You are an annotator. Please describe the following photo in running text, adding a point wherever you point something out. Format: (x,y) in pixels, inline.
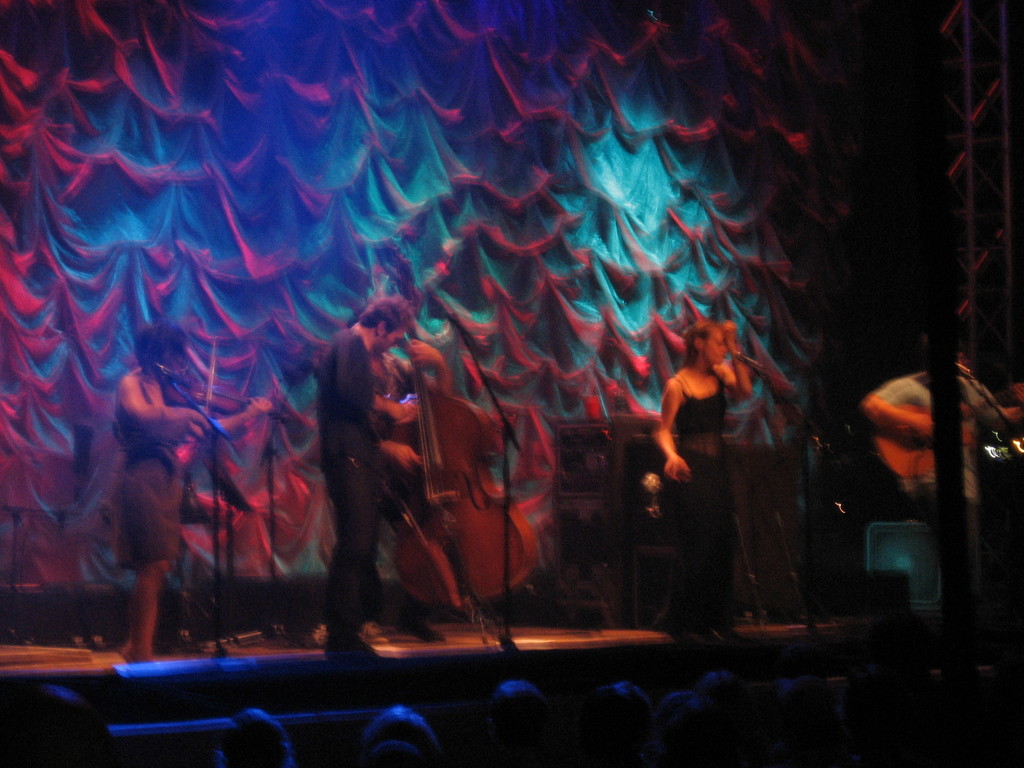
In this image, there are a few people (709,671). Among them, we can see some people (383,441) on the stage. We can see some musical instruments (440,477) and microphones (506,532). In the background (462,270), we can see some cloth (611,159). We can also see an object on the right (979,559).
